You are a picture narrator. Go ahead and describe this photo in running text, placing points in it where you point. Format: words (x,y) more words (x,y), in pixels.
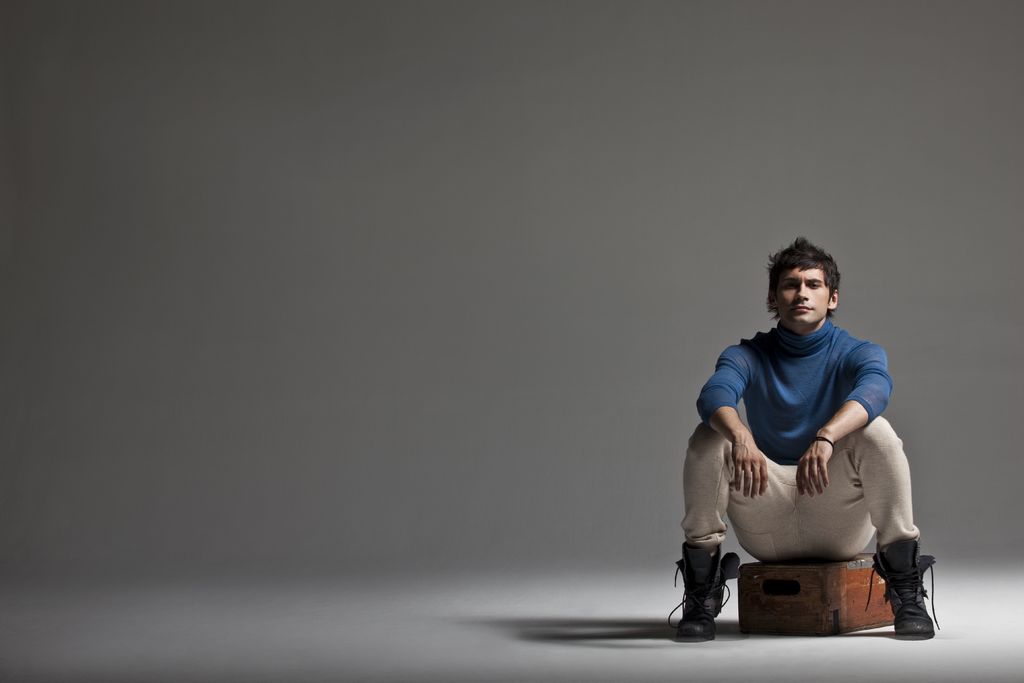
In this picture there is a boy (716,427) who is sitting on a wooden box (852,570), on the right side of the image (856,420).
